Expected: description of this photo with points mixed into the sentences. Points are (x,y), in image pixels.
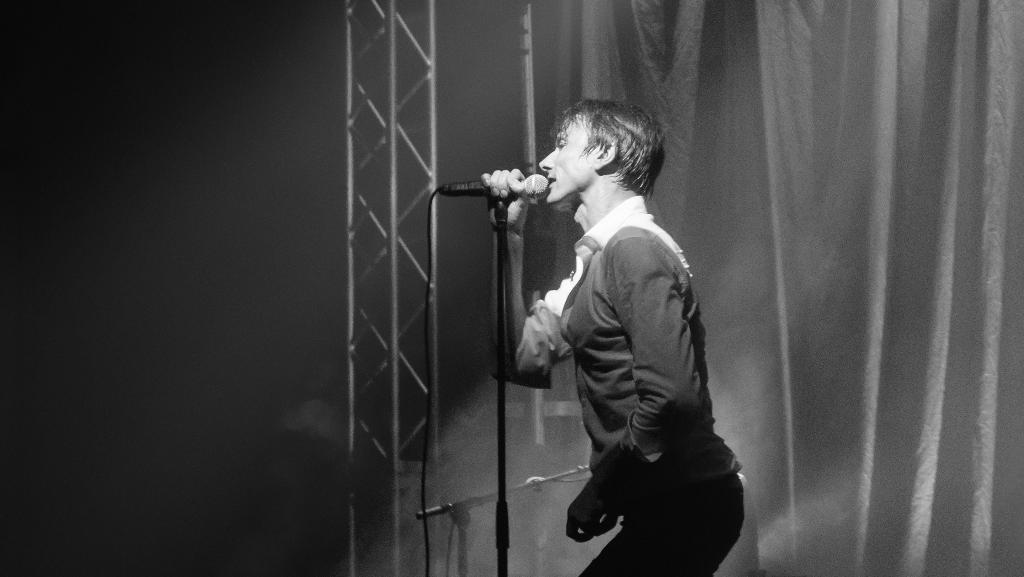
It is a black and white image. In this image we can see a man (606,341) standing and holding the mike (522,193). We can also see some rods (431,53) and also the curtain (882,366) and smoke (514,532) in the background (558,533). On the left (259,243) we can see the plain background (215,86).
